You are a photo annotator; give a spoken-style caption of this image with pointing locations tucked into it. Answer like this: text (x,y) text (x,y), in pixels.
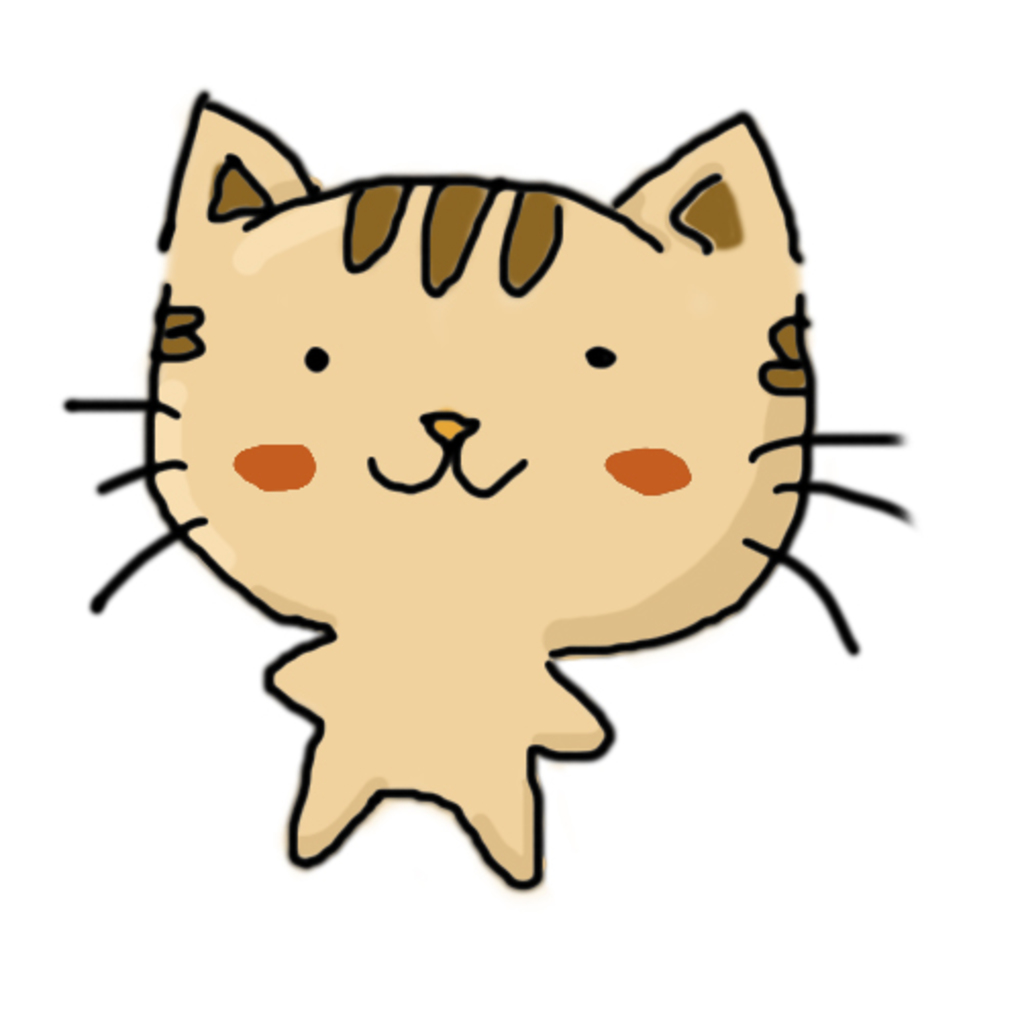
In the center of the image (566,503) we can see a cartoon (546,657).
